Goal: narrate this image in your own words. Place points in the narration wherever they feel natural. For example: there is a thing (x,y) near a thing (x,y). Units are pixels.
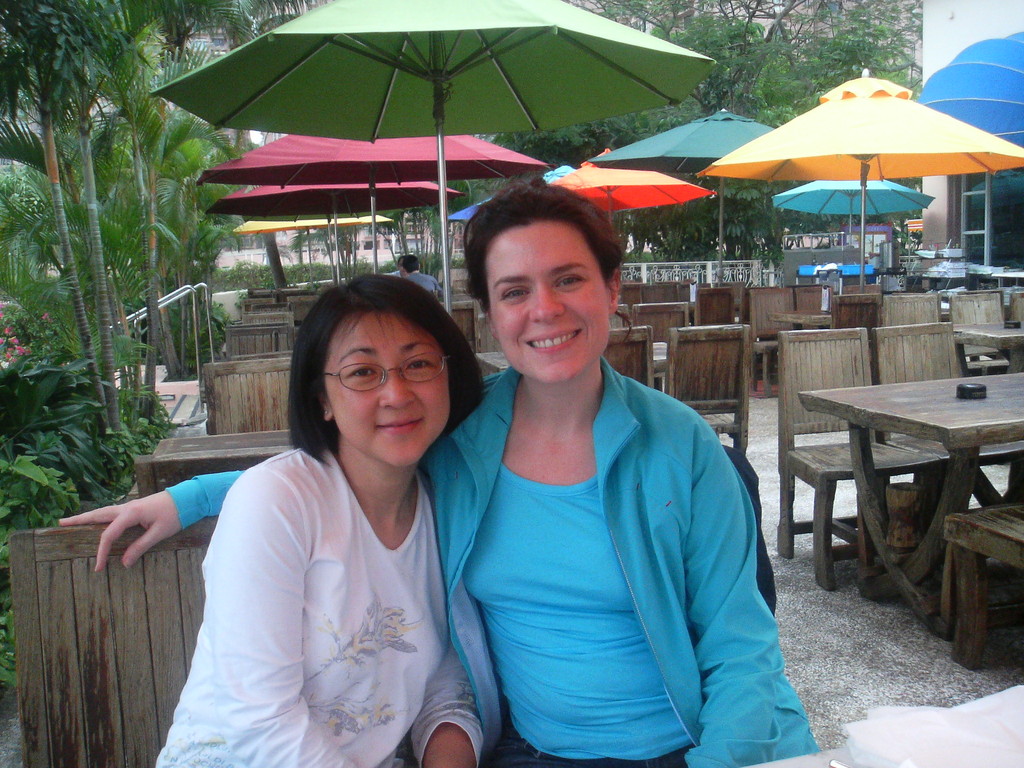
In the image there are two women (437,559) sat on bench (126,636), it seems to be a hotel (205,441) and at background (768,66) there are many trees (139,119).
